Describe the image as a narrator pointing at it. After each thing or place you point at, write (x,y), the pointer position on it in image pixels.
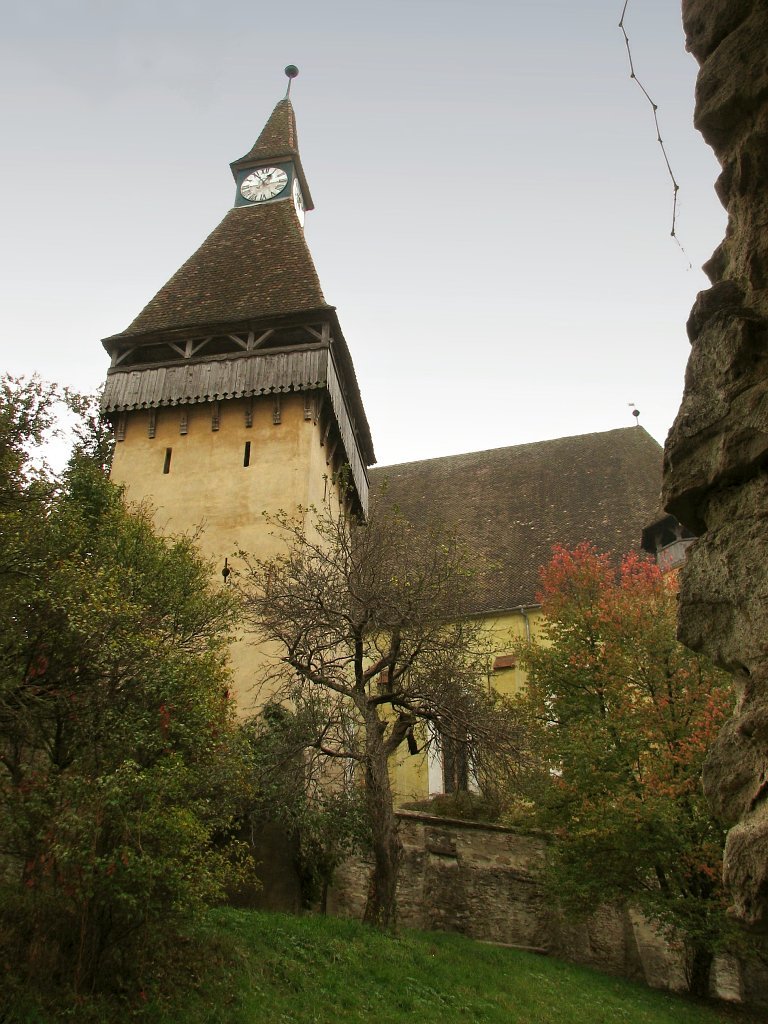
In this image, we can see a clock tower (256,464) and a house (506,510) and we can see trees (543,628) and rocks (701,503). At the bottom (322,930), there is ground (297,936) and at the top (385,191), there is sky (385,191).
